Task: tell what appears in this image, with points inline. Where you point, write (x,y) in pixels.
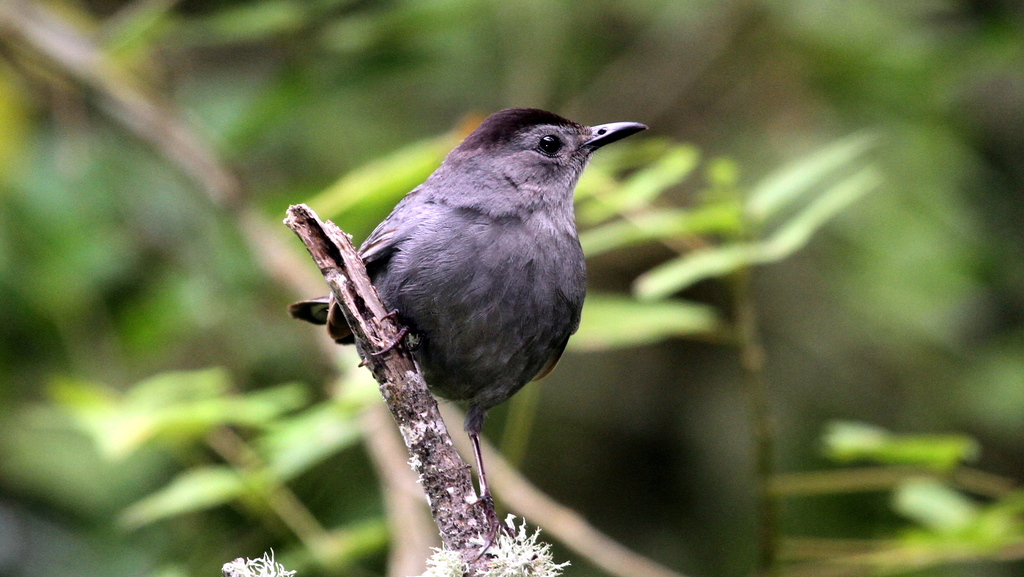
In this image there is a bird (473,403) on a stem (442,436), in the background (194,362) it is blurred.
